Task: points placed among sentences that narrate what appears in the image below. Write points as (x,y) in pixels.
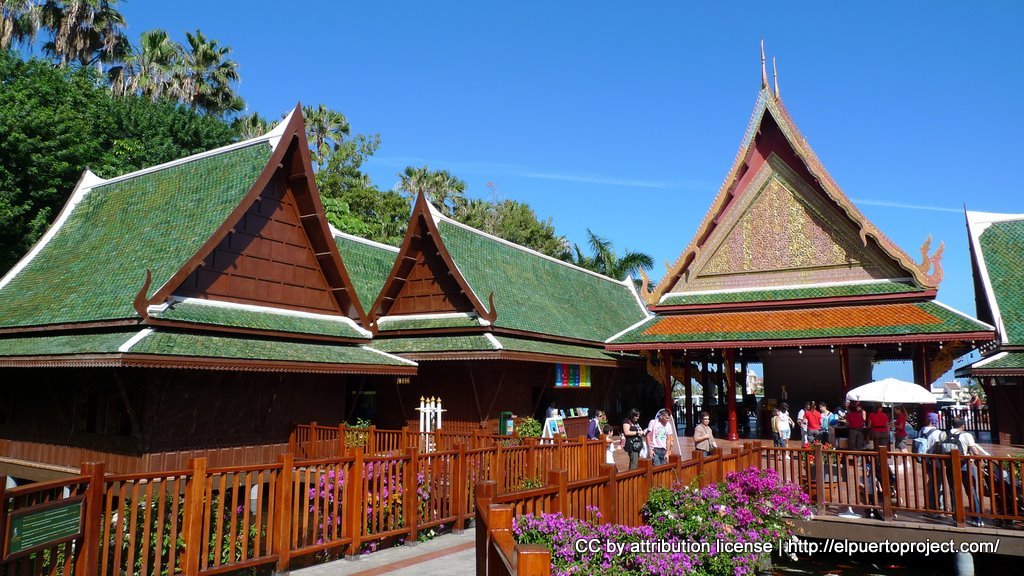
In this image in the front (633,535) there are flowers (686,530) and there are railings (351,498). In the background (344,374) there are houses (638,367), persons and trees (138,160).
